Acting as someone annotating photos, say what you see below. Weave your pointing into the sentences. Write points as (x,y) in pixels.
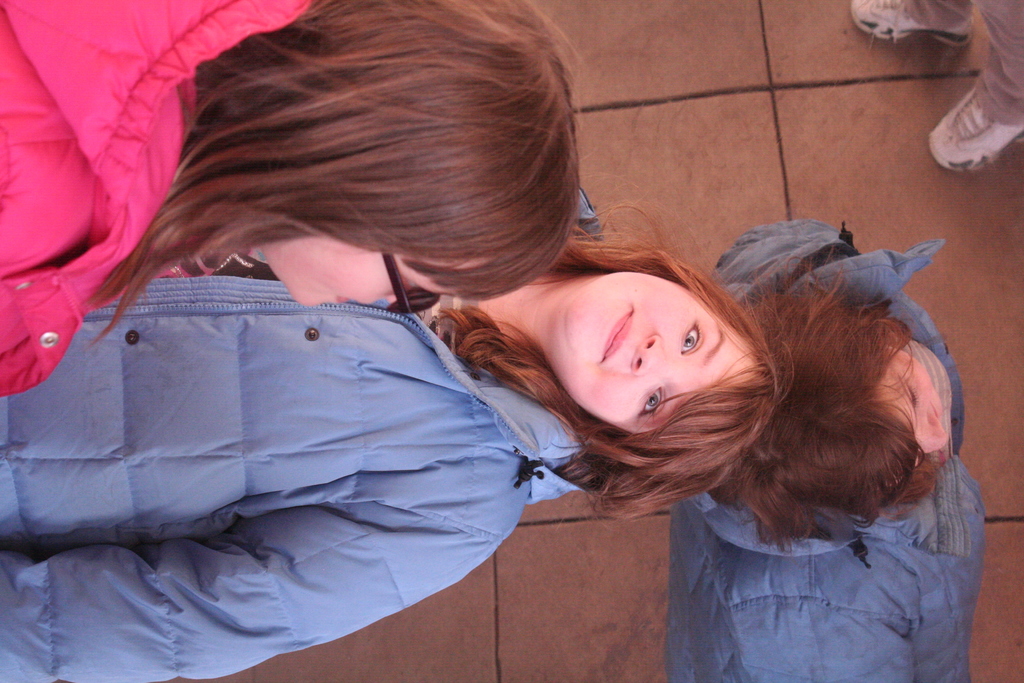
In this image I can see two people (177,217) with pink and blue color dresses (246,358). To the right (711,574) I can see the reflection (834,449) one person (732,545) in the mirror (747,589). In the top right (950,121) I can see one more person's legs (936,152).
